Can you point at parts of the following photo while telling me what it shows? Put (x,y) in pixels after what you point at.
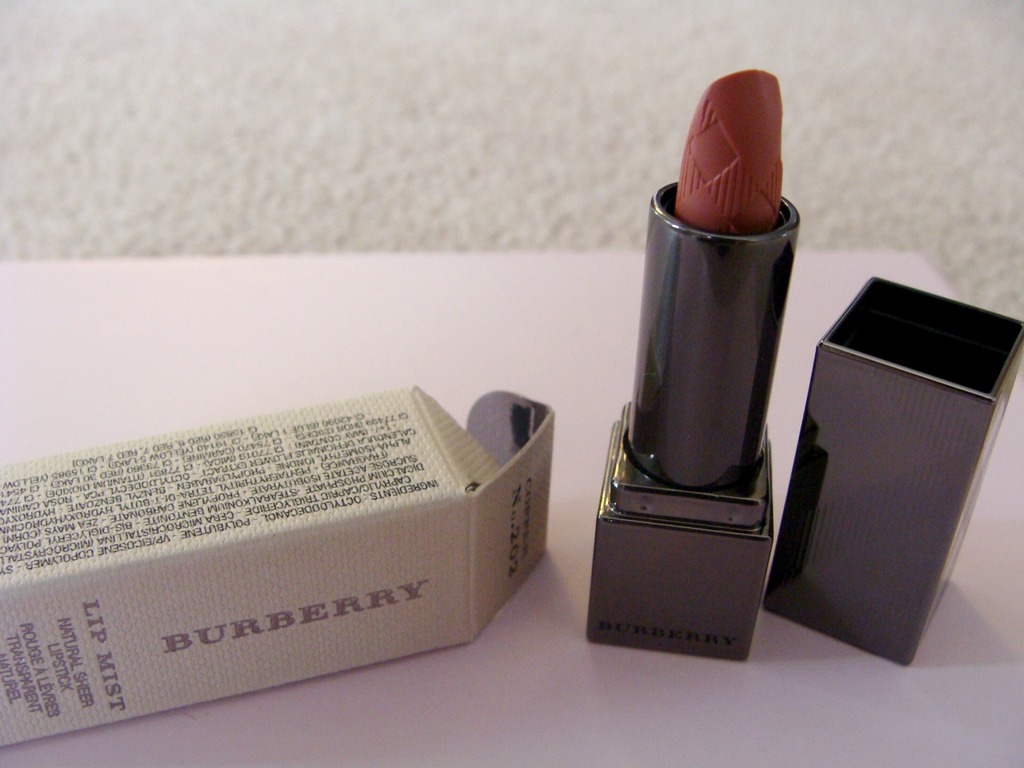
In this image I can see a box (340,523) and lipstick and a cap (879,517). These objects (908,347) are on a white color surface (589,503).
